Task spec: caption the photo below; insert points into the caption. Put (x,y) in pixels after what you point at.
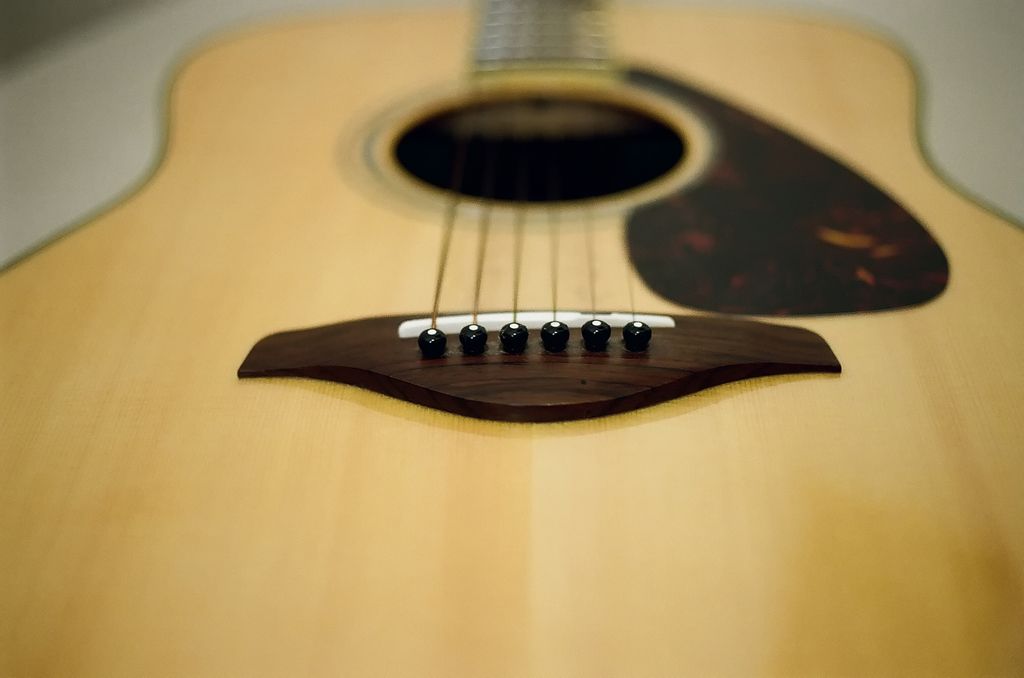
Guitar (307,149) is shown in the picture. There are six strings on to the guitar (523,269).
